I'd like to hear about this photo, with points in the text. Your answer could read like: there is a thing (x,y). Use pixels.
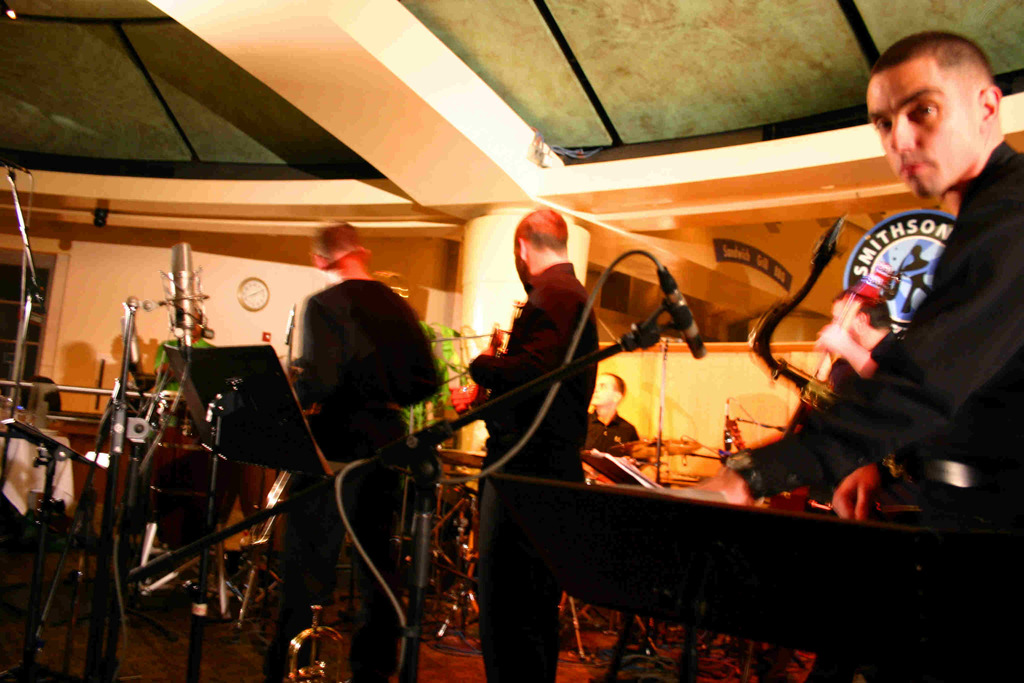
As we can see in the image there is a wall (219,264), clock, mic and few people (860,321) here and there.
